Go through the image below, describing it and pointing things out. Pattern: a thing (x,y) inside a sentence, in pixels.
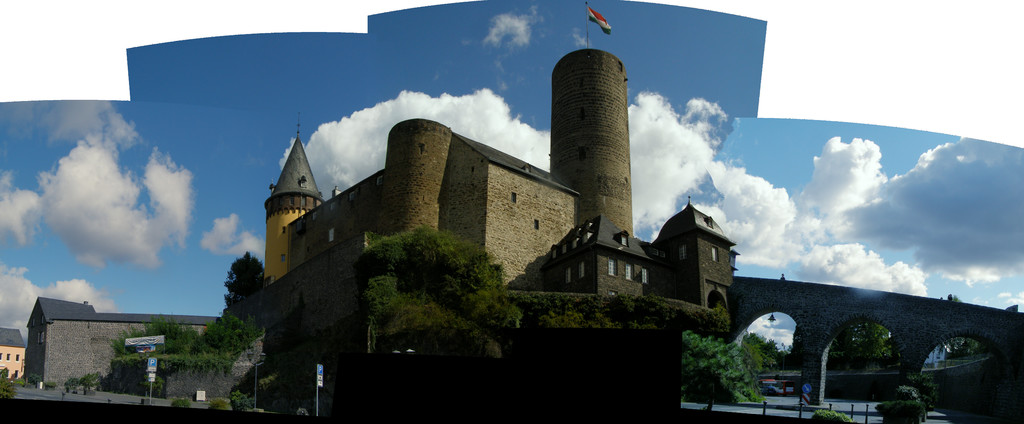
This looks like an edited image. I think this is the bridge (986,345). This looks like a palace (530,176). I can see a flag (592,12) hanging to the pole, which is at the top of the palace (569,55). These are the buildings (80,355). I can see small bushes (461,324) and trees (165,340). These are the sign boards (153,361) attached to the poles (317,386). I can see the clouds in the sky (595,33).
